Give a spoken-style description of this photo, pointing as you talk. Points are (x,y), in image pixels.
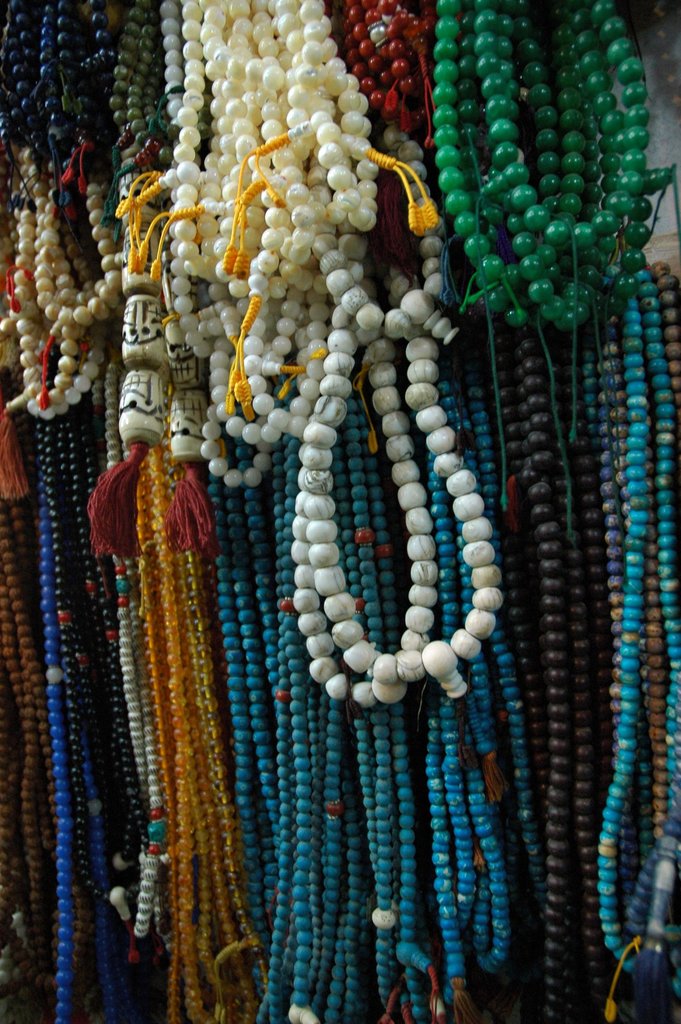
In this picture I can see colorful bead necklaces (346,625).
